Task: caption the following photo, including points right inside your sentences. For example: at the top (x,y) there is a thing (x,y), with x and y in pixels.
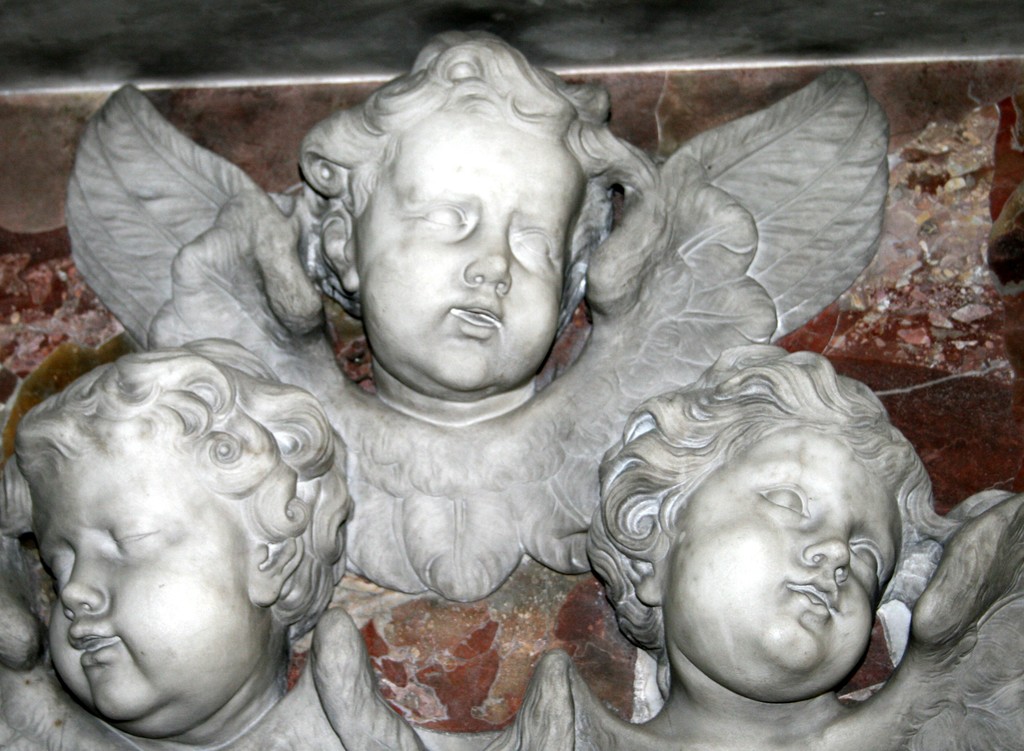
There are three depictions (308,368) of a person's face (708,607) with wings (503,493) on the surface (420,677).
